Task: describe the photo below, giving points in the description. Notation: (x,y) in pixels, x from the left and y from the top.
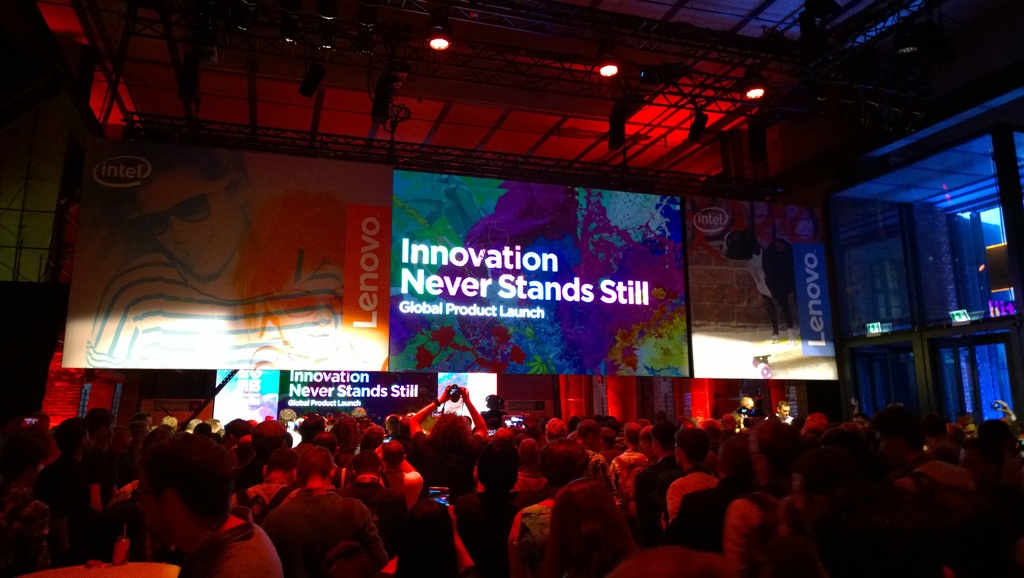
At the top of the image (743,95) we can see iron grills (729,92), electric lights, advertisement (209,236) and dais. At the bottom of the image (545,499) we can see people (470,499) and some of them are holding cameras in their hands (467,404).
